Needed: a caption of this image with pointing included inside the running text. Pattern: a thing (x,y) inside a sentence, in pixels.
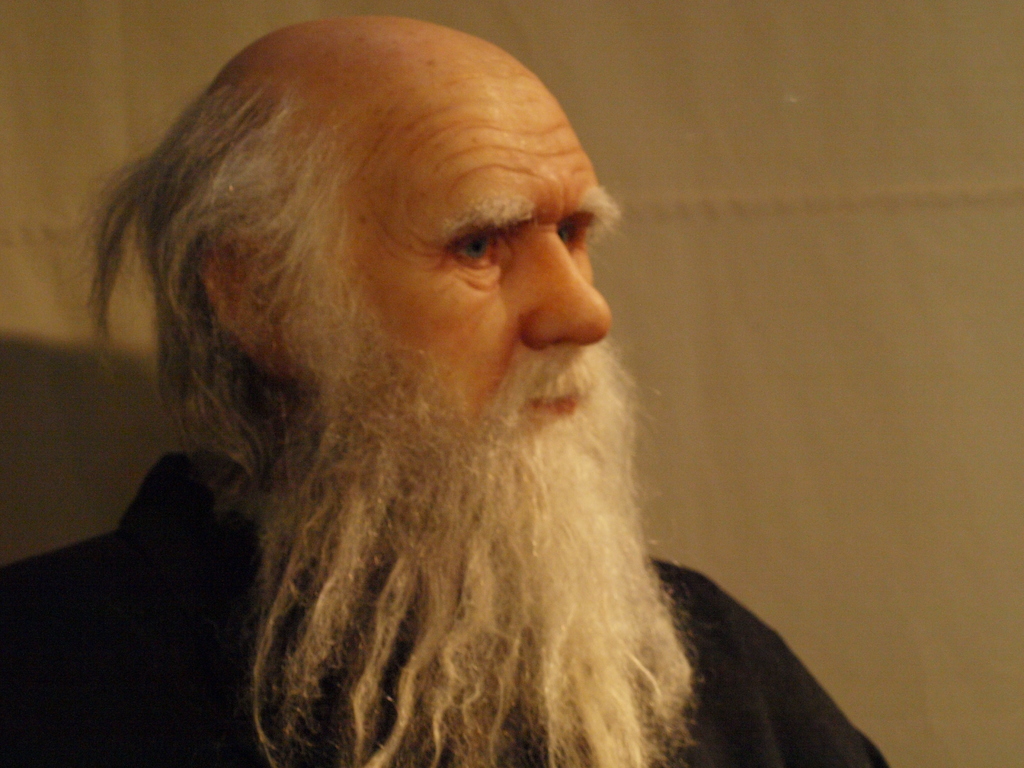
In this picture there is an old man (572,437) in the center of the image (489,452), with a white beard (509,519).
